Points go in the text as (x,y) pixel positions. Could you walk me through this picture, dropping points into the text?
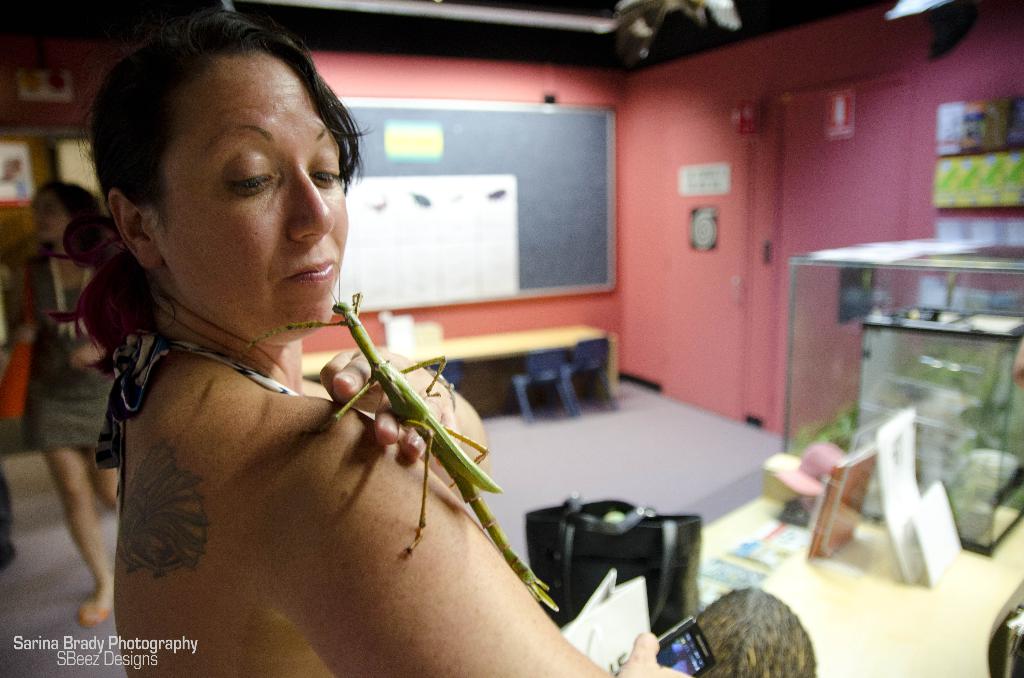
In the foreground of this image (289,491), there is a woman (289,600) holding a mobile (673,640) in her hand (646,677) and a stick insect (365,353) is on her shoulder (382,505). In front her, there is a table (879,612) on which there are bags (658,550), calendars (897,529) and a glass object (882,342). In the background (722,263), there is a wall (715,132), few frames (988,166) like an object (985,195) on the wall (884,198), a black board (557,233), table (532,339), chairs (543,369), a woman (71,421) walking on the ground (74,557) and few frames (6,163) on the wall (33,118).
